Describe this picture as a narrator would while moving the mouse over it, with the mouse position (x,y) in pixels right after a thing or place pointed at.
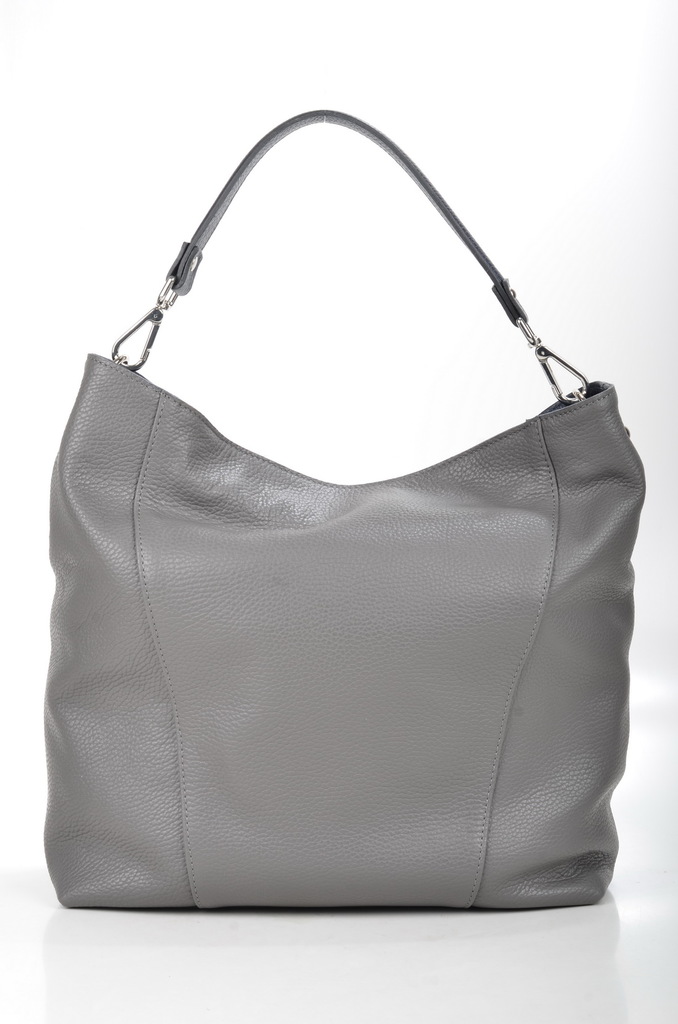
It is a grey color handbag (413,524), it is placed on a white color table (395,934) there is a single top handle (436,188) to carry the bag (322,535).
